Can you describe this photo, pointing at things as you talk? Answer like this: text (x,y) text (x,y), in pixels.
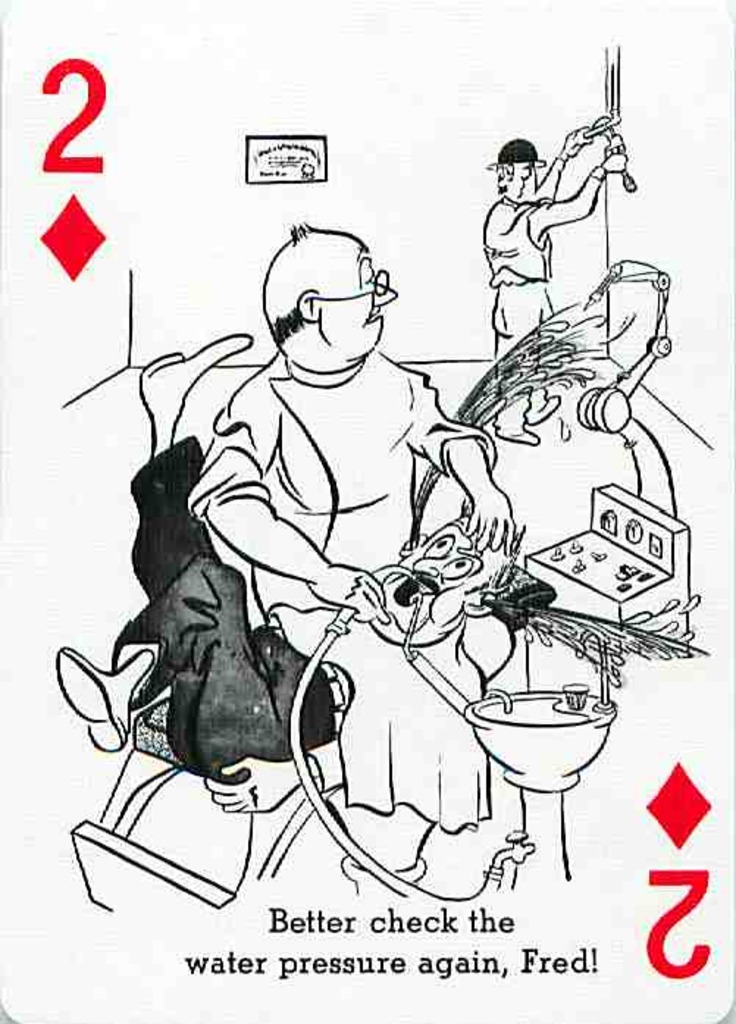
This might be a poster, in this image in the center (310,558) there is one person (345,545) standing and one person (205,685) is lying in a chair (231,886). And there is one wash basin (526,700) and some machines (611,511) text (302,919), and some other objects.
